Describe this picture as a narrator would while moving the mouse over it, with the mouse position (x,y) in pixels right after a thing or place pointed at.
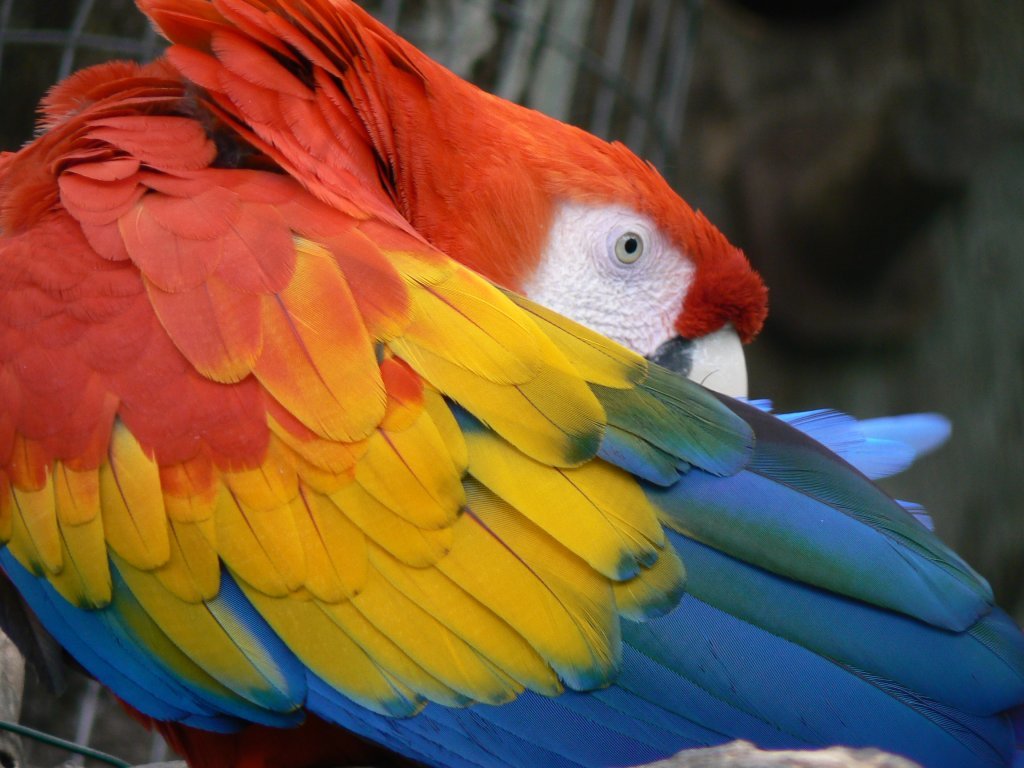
In this image I can see a bird (305,508). And the background (828,264) is blurry.
